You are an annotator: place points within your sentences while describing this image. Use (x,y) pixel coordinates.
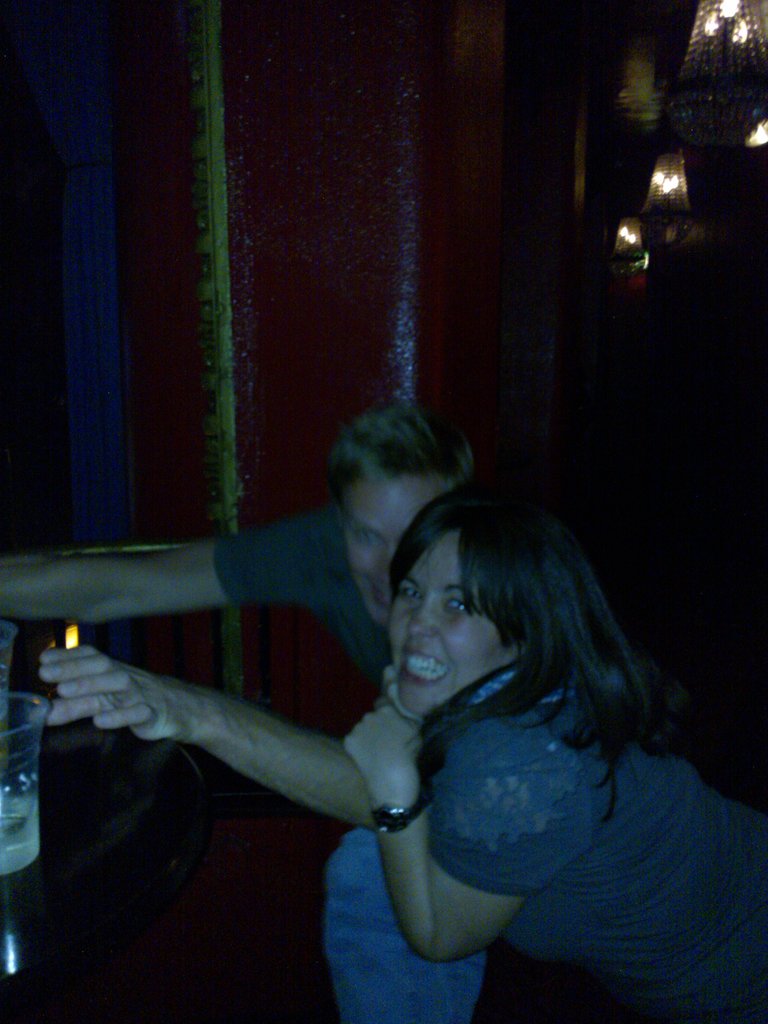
On the right side of the image (568,764) we can see two people (477,771) are smiling and they are in different costumes (510,776). On the left side of the image (164,851), we can see one table (56,792). On the table (65,792), we can see two glasses (12,760). In the background (328,403) there is a wall (400,354), lights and a few other objects (111,354).
